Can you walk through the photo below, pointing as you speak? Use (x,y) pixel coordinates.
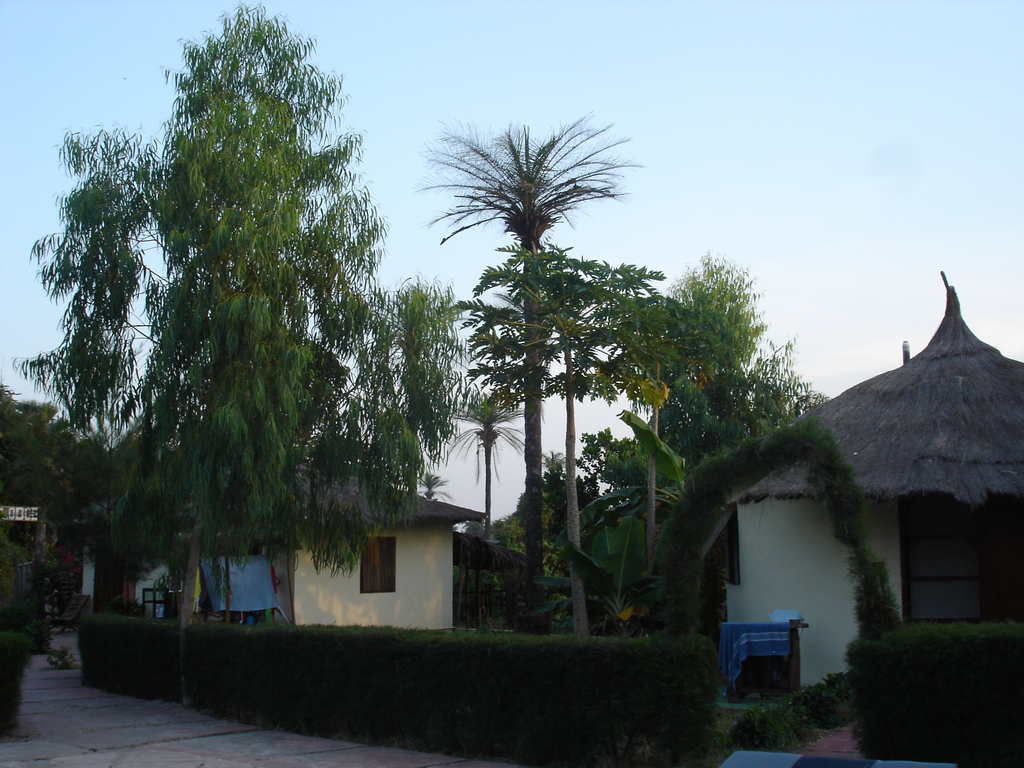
In the picture there are houses (338,601), there are trees (249,280), there is a clear sky (471,103).
